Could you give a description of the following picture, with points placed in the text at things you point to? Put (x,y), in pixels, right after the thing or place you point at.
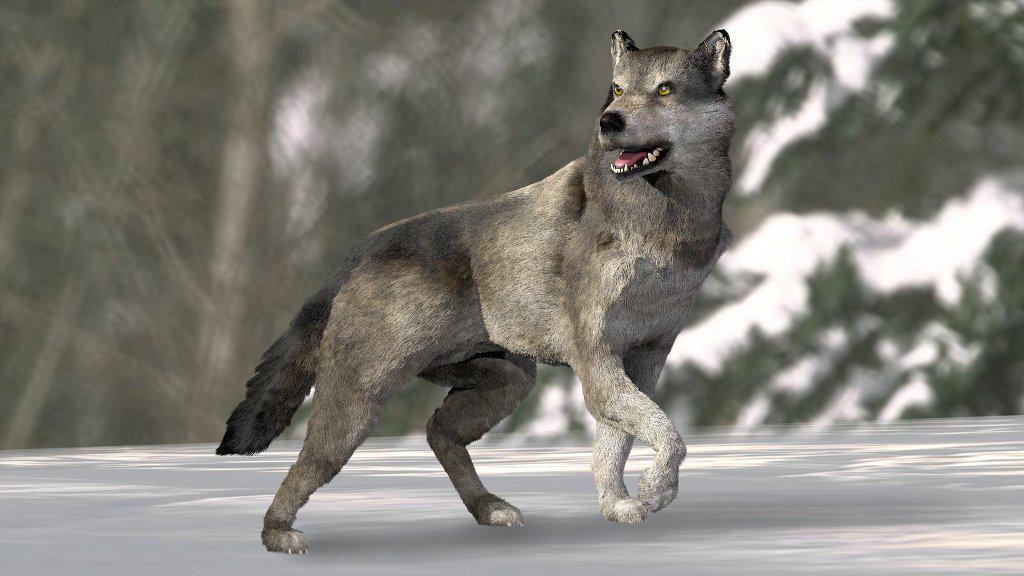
In the center of the image (559,296), we can see a wolf (512,232) and in the background (509,147) is not clear.
